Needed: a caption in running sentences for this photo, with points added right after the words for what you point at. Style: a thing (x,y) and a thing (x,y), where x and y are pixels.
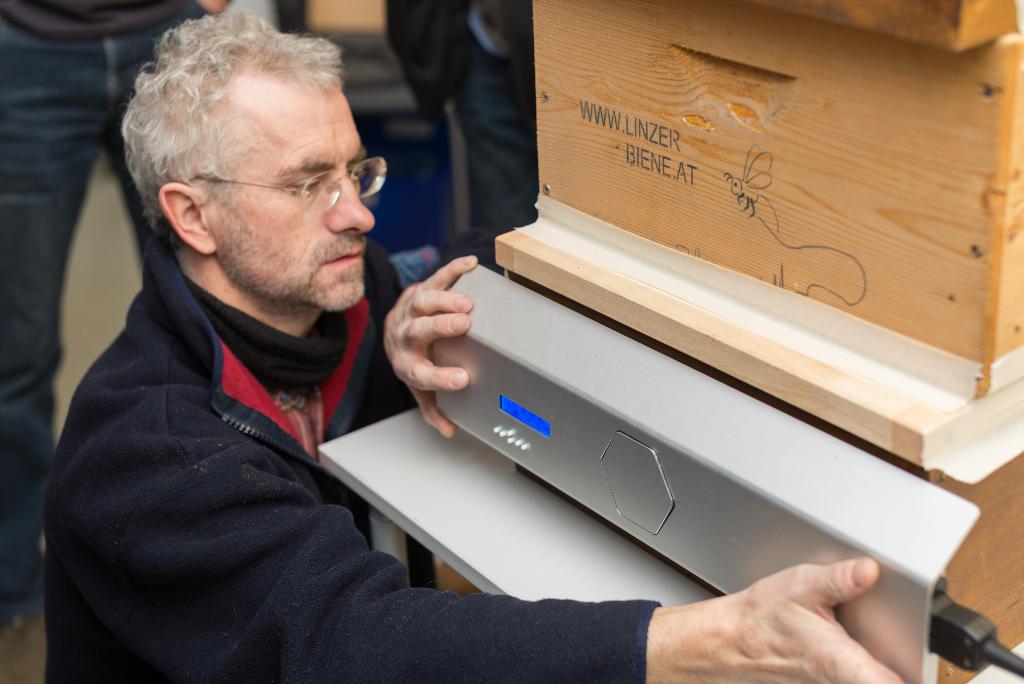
In this image we can see a man (271,353) is holding an object (588,432) in his hands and there is a wooden object (737,202) on the table (429,474). In the background (111,235) we can see few persons (15,576) and objects (372,103).
